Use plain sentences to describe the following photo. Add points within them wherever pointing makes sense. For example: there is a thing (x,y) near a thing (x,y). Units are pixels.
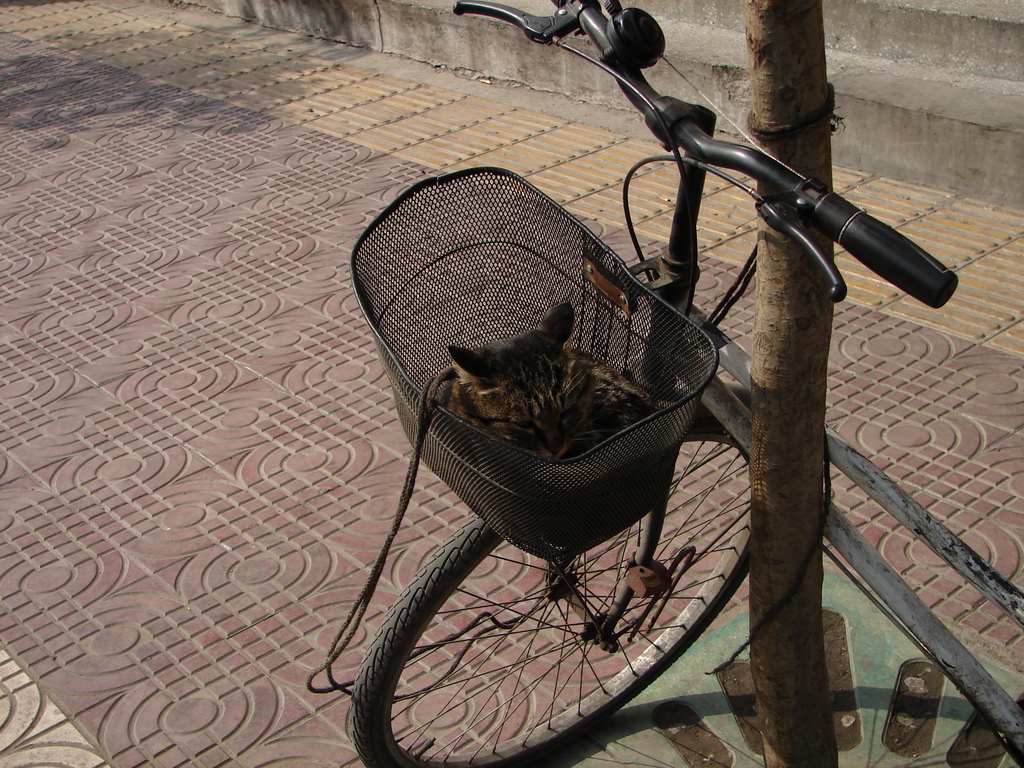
As we can see in the image there is a bicycle (655,462), tree stem (769,233) and stairs (923,85).
